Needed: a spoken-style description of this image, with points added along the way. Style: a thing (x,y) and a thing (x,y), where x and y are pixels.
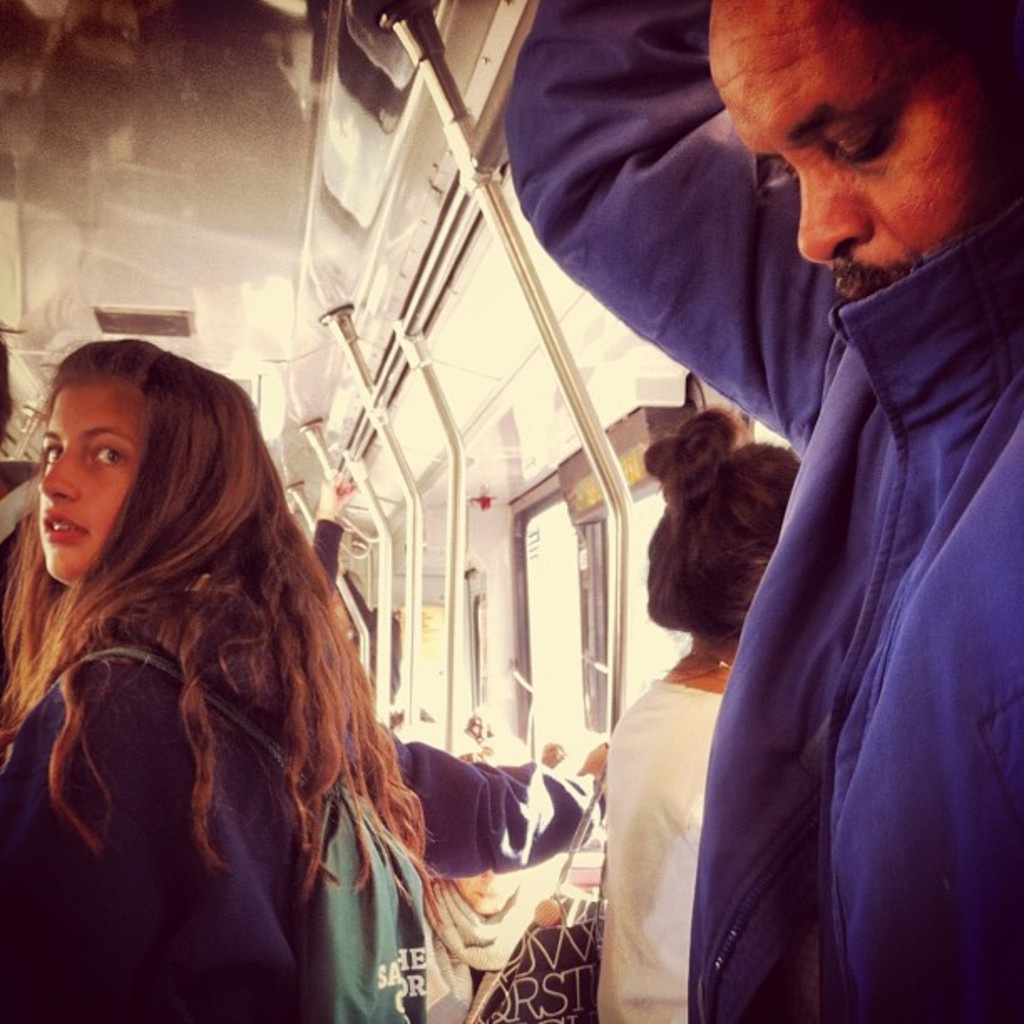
In the image it seems like it is inside a train (401,418), there are passengers (292,800) standing by holding the rods (619,640) and on the right side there are windows (532,542).
